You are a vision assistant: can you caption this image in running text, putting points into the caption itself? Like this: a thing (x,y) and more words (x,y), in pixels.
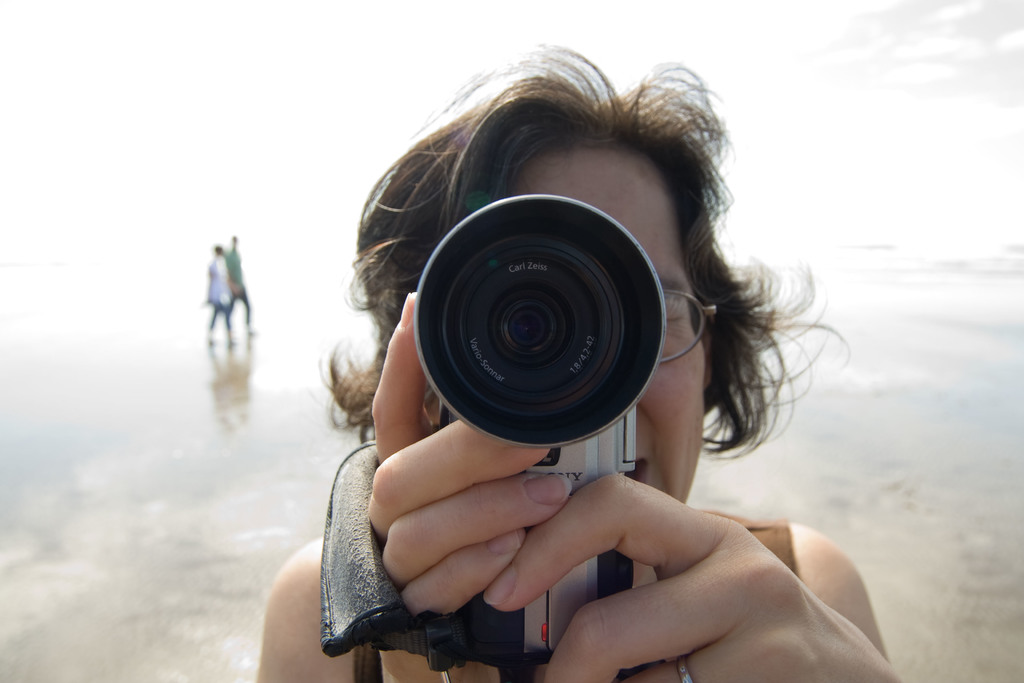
Person (666,140) in the middle of image (464,330) is holding a camera (562,252). At the back side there are two persons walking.
